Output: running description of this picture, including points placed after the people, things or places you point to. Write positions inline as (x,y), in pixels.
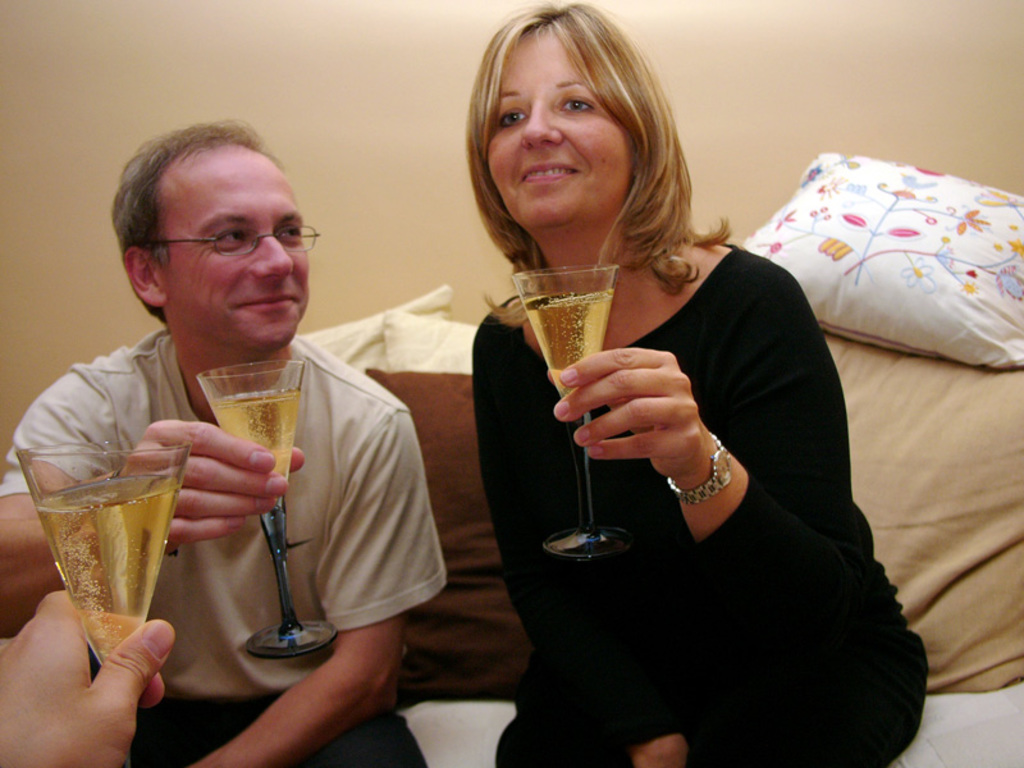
In this picture we can see a man (342,385) and a woman (582,250) holding a glass (292,620) with their hands (219,523). He is smiling and he has spectacles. These are the pillows (961,649) and there is a wall (346,83).
